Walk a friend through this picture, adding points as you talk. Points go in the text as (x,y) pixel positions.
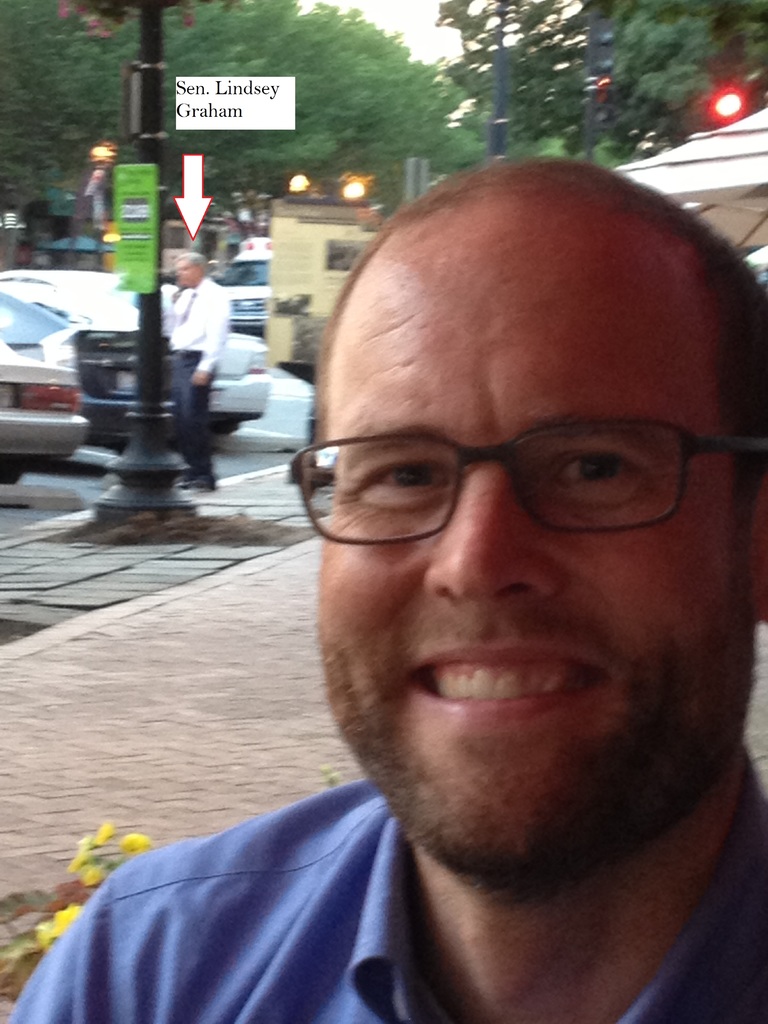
This picture is clicked outside. In the foreground (516,843) we can see a man (575,603) smiling and seems to be standing. In the background (212,325) we can see a person (205,310) wearing white color shirt (199,338) and standing and we can see the poles (153,109), vehicles (45,334), lights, trees (340,77), sky (415,60) and many other items (230,219) and we can see the watermark (229,107) on the image.
